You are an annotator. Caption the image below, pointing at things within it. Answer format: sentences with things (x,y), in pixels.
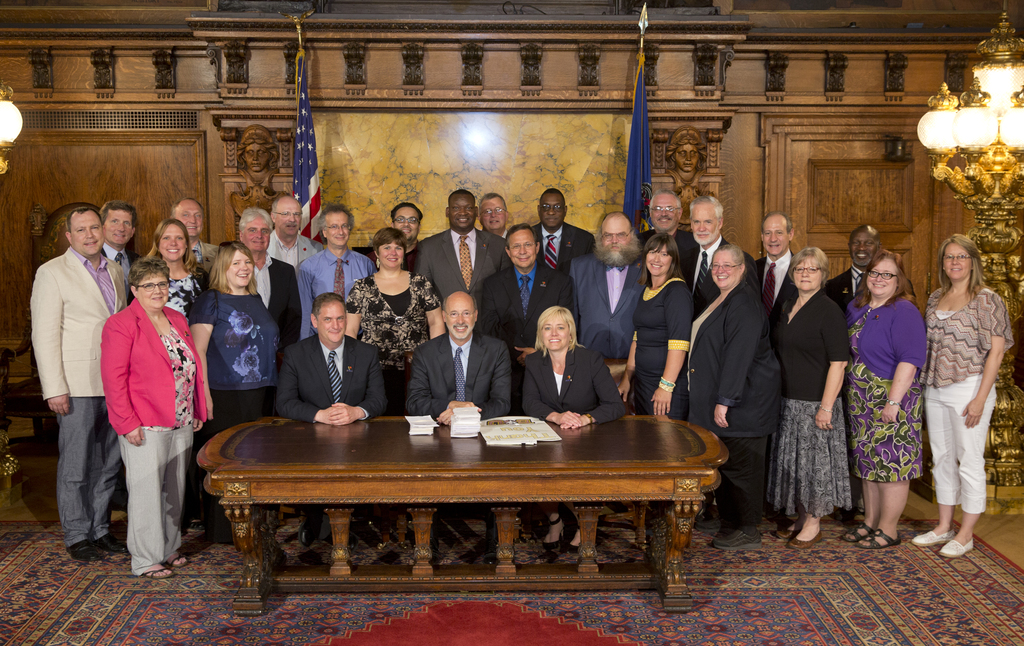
In this picture these 3 persons (450,419) sitting on the chair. there are few people (390,276) standing. In front of these 3 persons (302,352) there is a table (335,472). On the table (422,462) we can see some books (461,427). In this background (209,129) we can see wall (240,153) and there is a flag (312,133) and there are lights (14,108) and this is floor (184,607).
